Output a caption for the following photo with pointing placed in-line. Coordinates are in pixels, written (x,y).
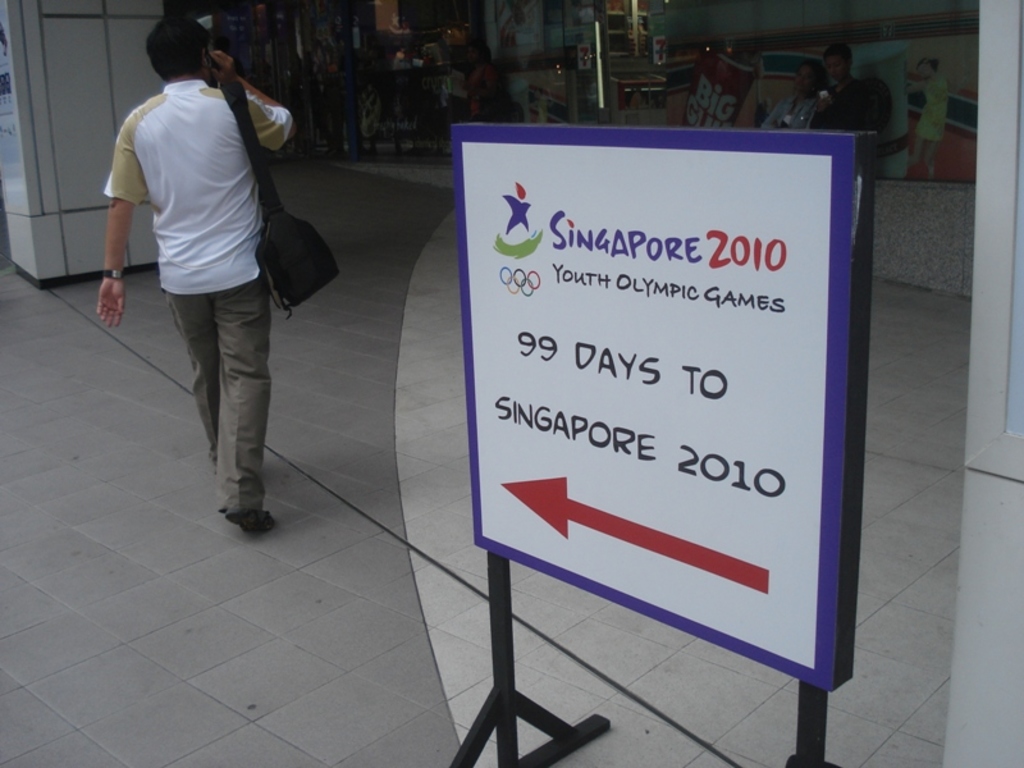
In this image we can see there is a person (235,224) walking and holding a bag (291,251). In the background (593,86) there are objects (695,94).
